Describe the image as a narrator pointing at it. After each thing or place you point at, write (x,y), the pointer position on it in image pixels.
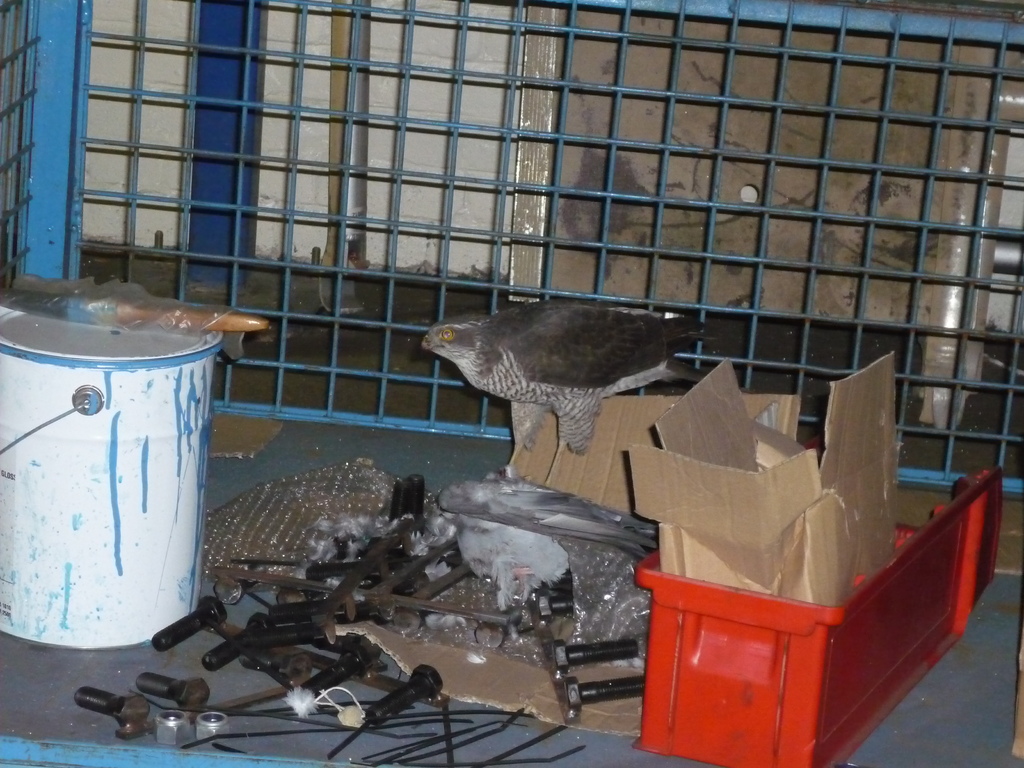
In this picture we can see few tools (421,690) on the ground (386,749), here we can see cardboard boxes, paintbox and a bird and in the background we can see a grille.
